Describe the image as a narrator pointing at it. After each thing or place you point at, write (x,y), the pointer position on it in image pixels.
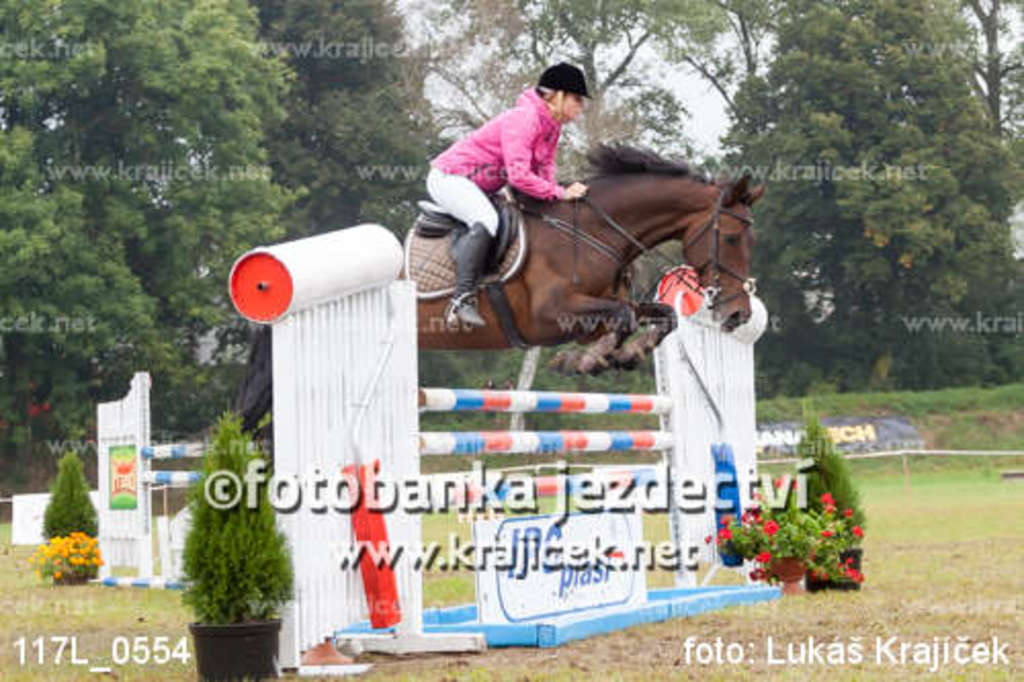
In this picture there is a person (519,167) sitting on a horse (536,239). There are few flower pots (233,626) and plants (760,544). Some trees (162,403) in the background (80,303).
